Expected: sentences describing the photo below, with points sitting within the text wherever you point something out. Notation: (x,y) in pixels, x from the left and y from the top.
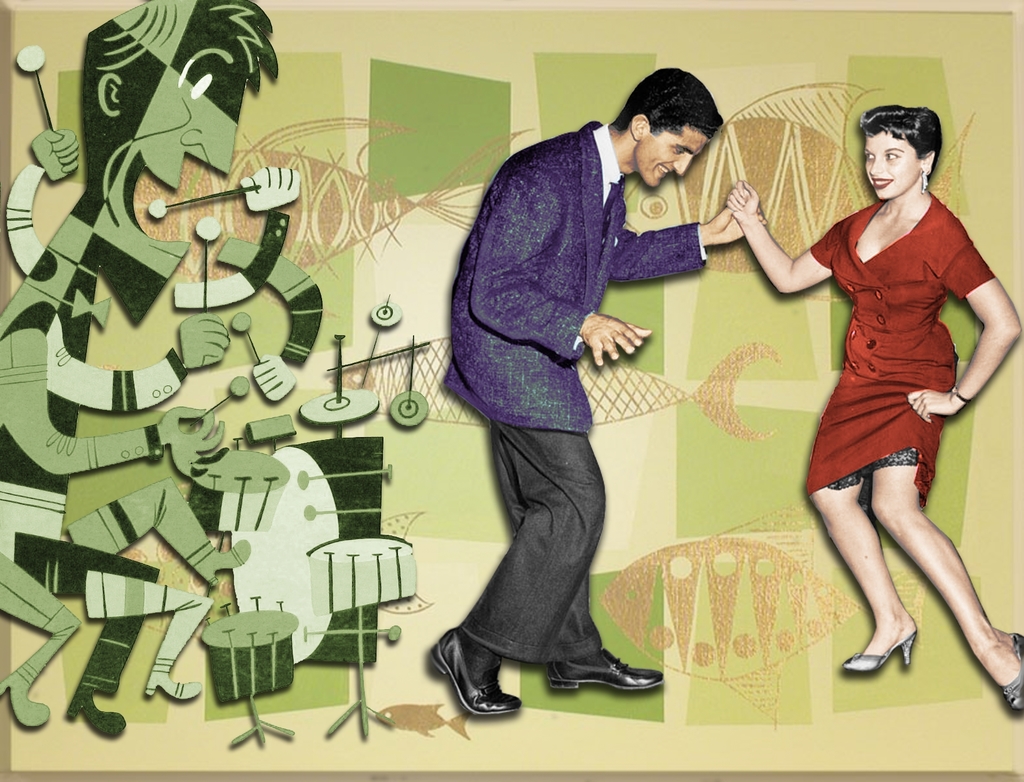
In this image we can see two persons (864,271) and one big wall (296,226) painted with pictures (345,568).
